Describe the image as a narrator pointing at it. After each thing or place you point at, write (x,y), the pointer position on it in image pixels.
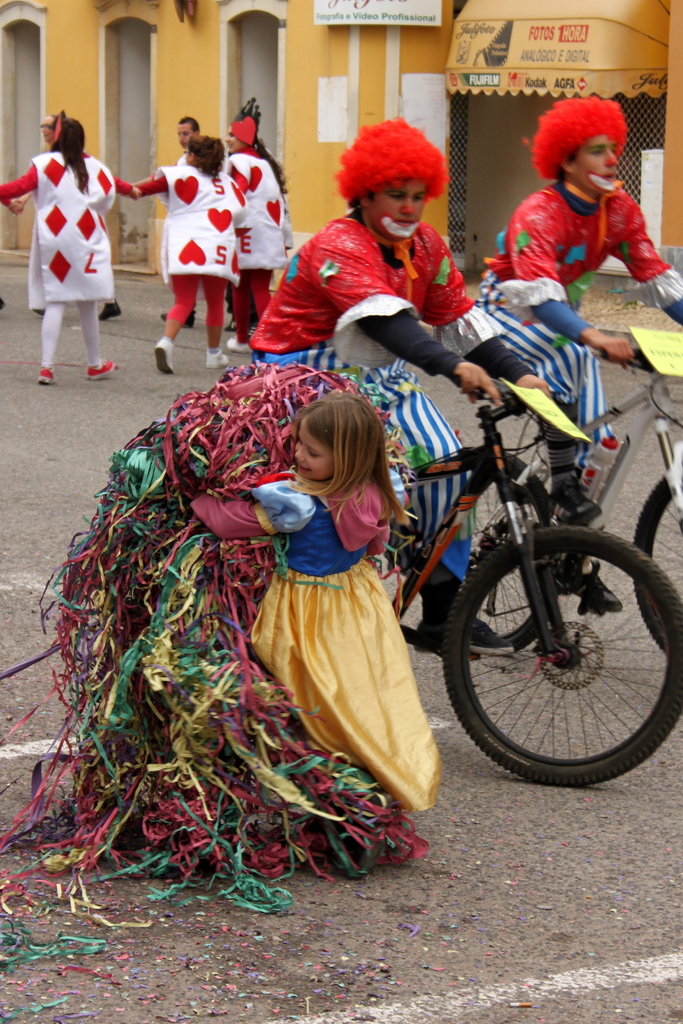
In this image I can see road (437,726) and on it I can see few people (45,278) are standing. I can also see two people (397,418) are sitting on their bicycles (530,570). I can see all of them are wearing costumes (359,700). Here I can see a girl (384,528) is holding few things (182,486). I can also see white lines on road (430,896), few yellow papers (559,429) on cycles (630,439) and in the background (276,55) I can see a building (216,71). I can also see something is written over there.
